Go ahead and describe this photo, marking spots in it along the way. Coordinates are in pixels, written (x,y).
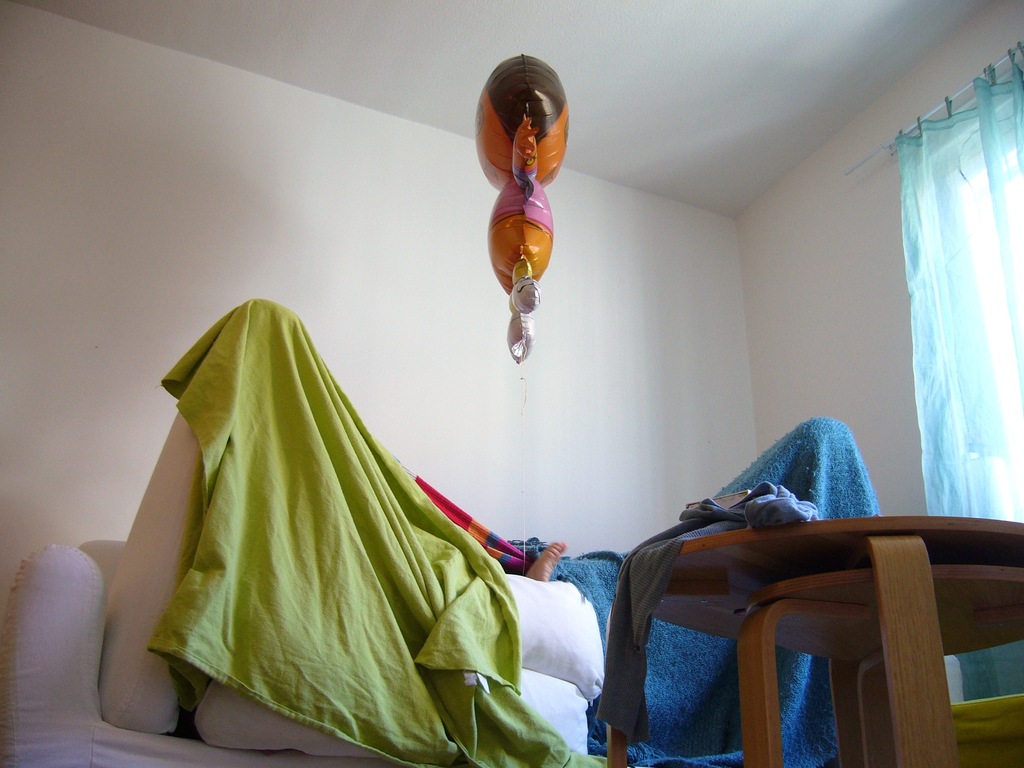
In this picture we can see a couch (169,699) and on the couch (278,765) there are clothes (416,608) and a person leg (542,563). In front of the couch (559,610) there is a wooden table (727,588) and on the right side of the table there is a curtain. Behind the couch (18,638) there's a wall (446,354).
